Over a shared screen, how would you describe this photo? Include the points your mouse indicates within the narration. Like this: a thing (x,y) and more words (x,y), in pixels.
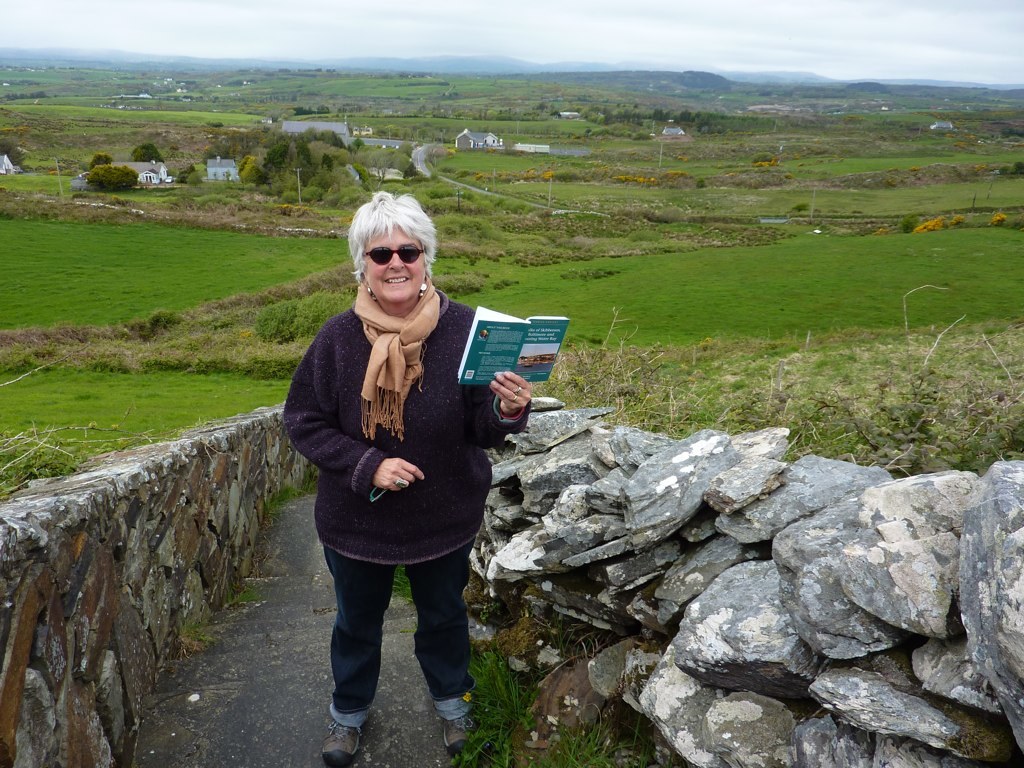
In the foreground (347,449) I can see a woman (339,730) is standing on the path (285,686) and holding a book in hand (525,412) and stones (948,657). In the background (698,284) I can see grass (922,355), trees (279,183), houses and poles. On the top (520,46) I can see mountains (525,65) and the sky (507,32). This image is taken near the farm (715,325) during a day.
